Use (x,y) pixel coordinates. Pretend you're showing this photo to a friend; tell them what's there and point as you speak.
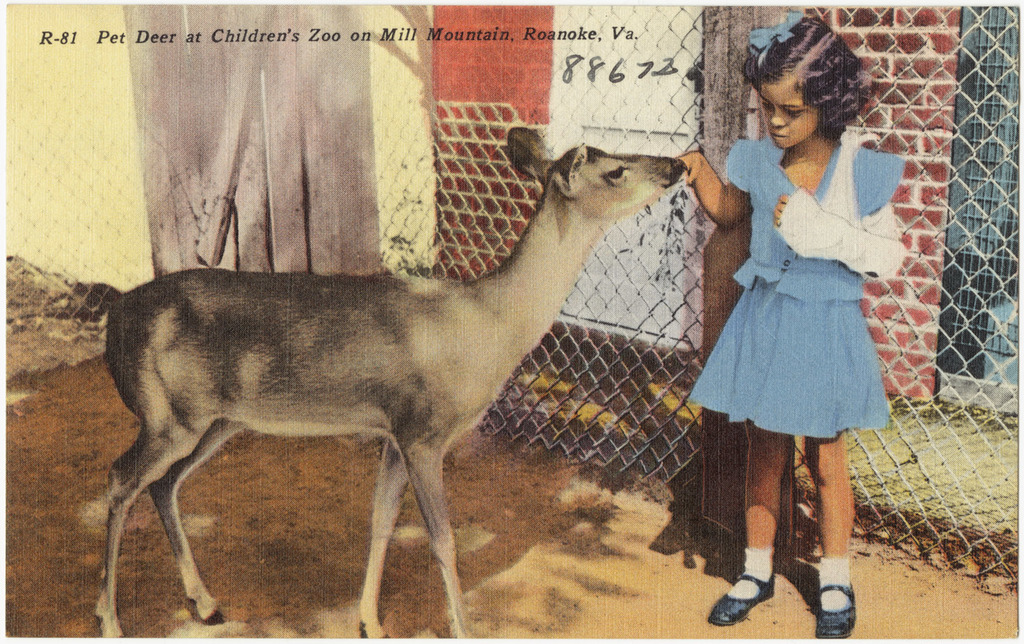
In this image we can see a girl (796,217) is standing, who is wearing blue color dress (767,331) is touching to a deer (292,340). Behind her one fence (961,323) is there and yellow color wall (83,121) is present.
